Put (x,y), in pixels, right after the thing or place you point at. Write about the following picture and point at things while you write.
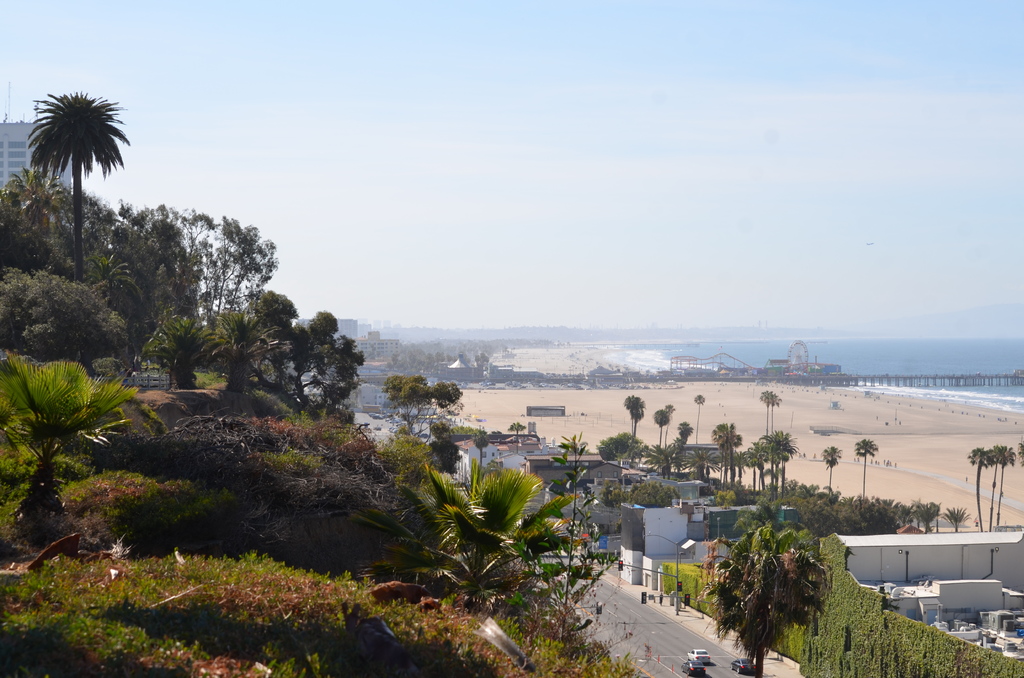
In this picture we can see trees (495,506), plants (829,657), vehicles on the road (647,653), buildings (853,554), pole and ground (712,423). In the background of the image (992,380) we can see bridge (1005,378), water (944,361), Ferris wheel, sky (793,315) and objects (780,365).
